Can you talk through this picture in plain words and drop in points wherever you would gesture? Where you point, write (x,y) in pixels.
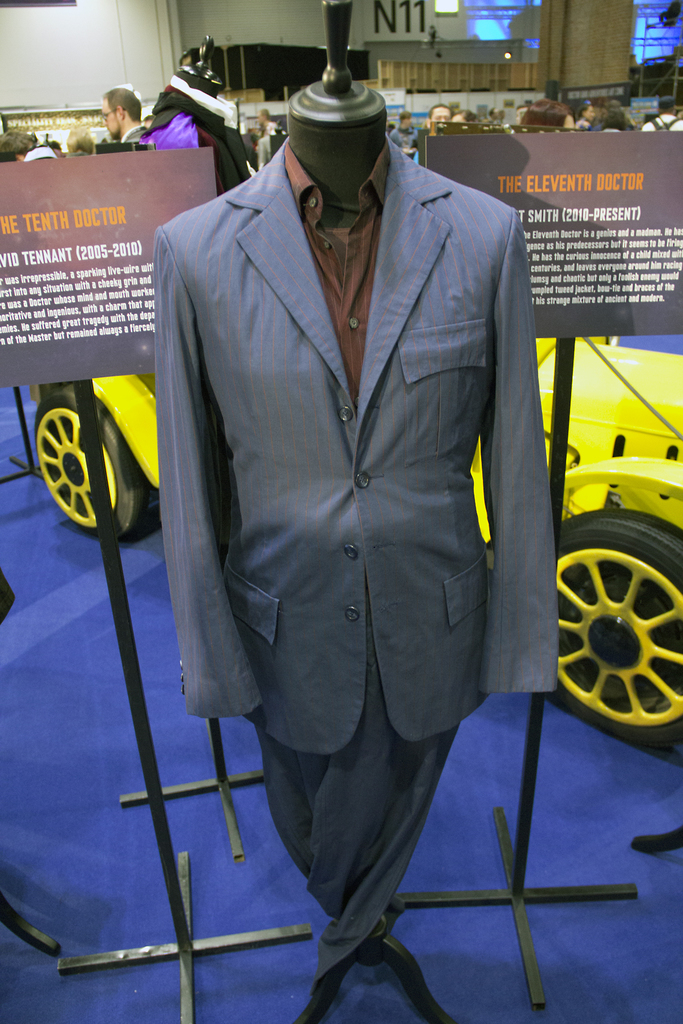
In this image we can see clothes (503,614) on a mannequin (292,379). There are boards (49,215), stands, and a vehicle (665,641). In the background (17,59) we can see people (402,128), wall (524,67), boards (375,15), and lights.
